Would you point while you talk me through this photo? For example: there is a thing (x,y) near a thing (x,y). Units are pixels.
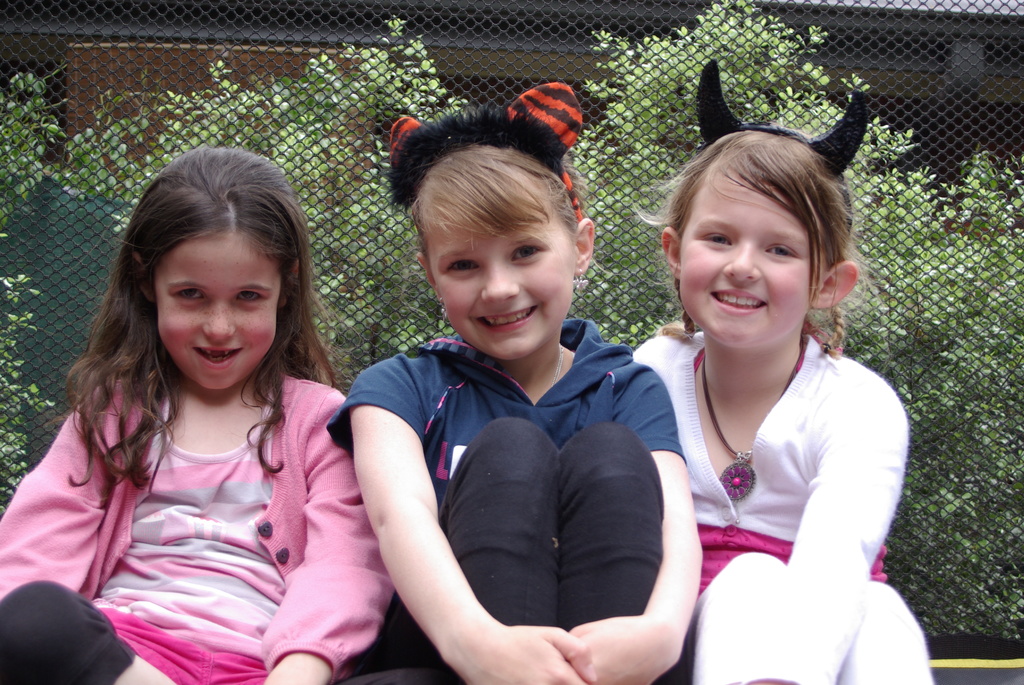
There are three girls (220,370) in different color dresses (299,421), smiling and sitting. Beside them, there is a fence (91,89). In the background (769,85), there are plants (769,85). And the background (80,96) is dark in color.
